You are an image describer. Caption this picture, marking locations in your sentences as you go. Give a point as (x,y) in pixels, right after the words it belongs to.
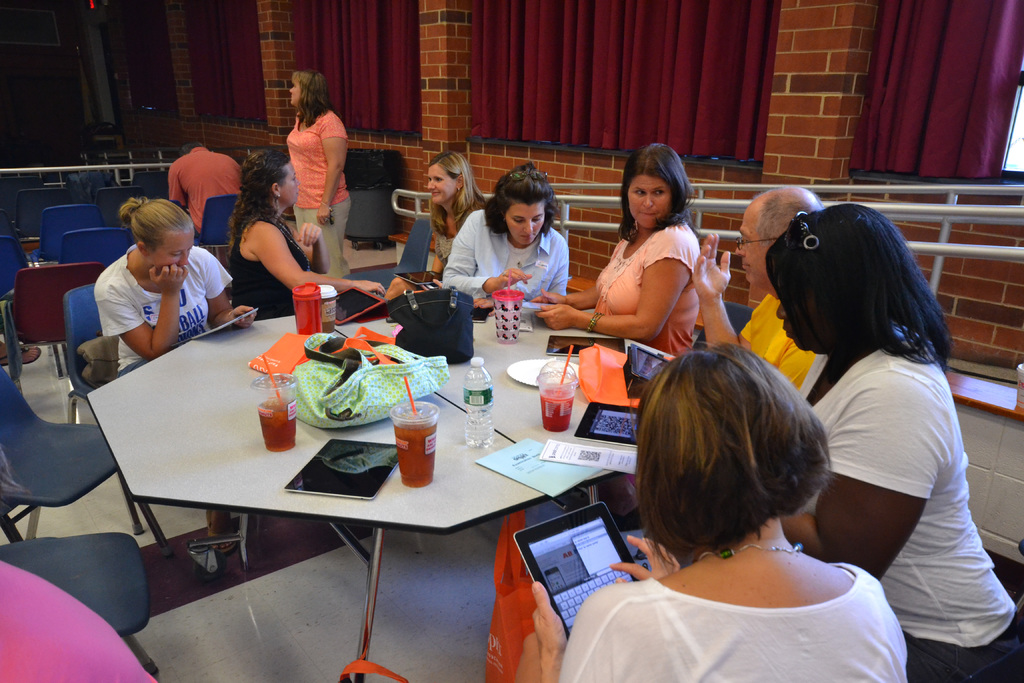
In this image i can see a group of people (543,194) sitting on a chair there are few ipad (628,433), bottle (482,399), bag (439,379) on a table (450,463) at the back ground (300,152) i can see a woman (312,137) standing and a man (199,159) sitting on a chair (207,205), a pillar (433,99) and a curtain (381,67).
